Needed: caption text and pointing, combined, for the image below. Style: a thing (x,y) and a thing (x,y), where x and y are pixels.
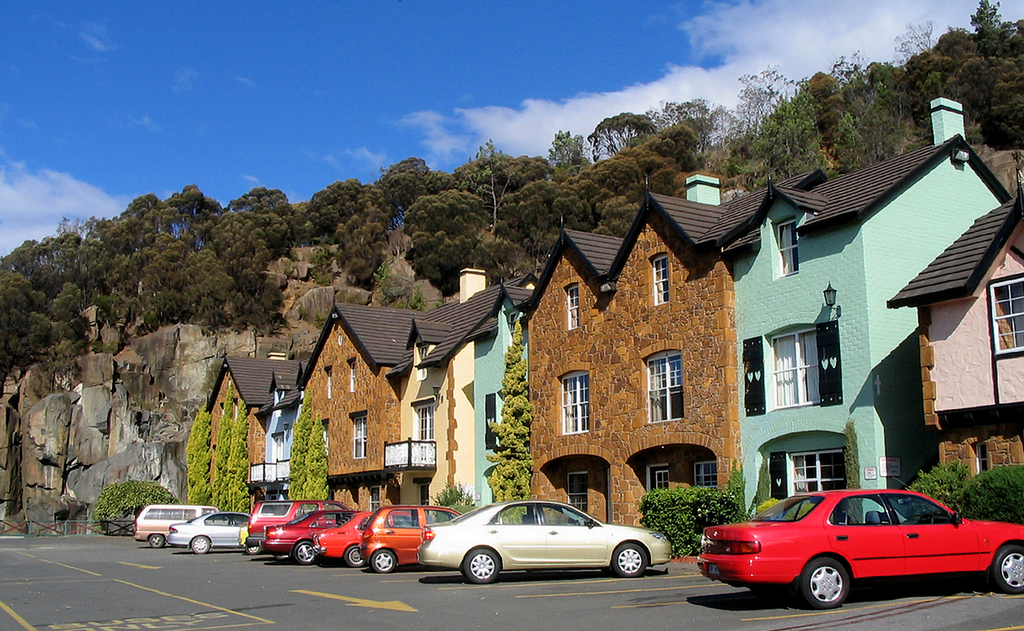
These are the cars (249,548), which are parked on the road (628,598). I can see the houses (699,397) with the windows (665,400). I think this is a hill (148,402) with the rocks (124,426). I can see the trees (332,231) with branches (236,494) and leaves (315,452). These look like the bushes (737,493). I can see the clouds (464,115) in the sky (256,55).
